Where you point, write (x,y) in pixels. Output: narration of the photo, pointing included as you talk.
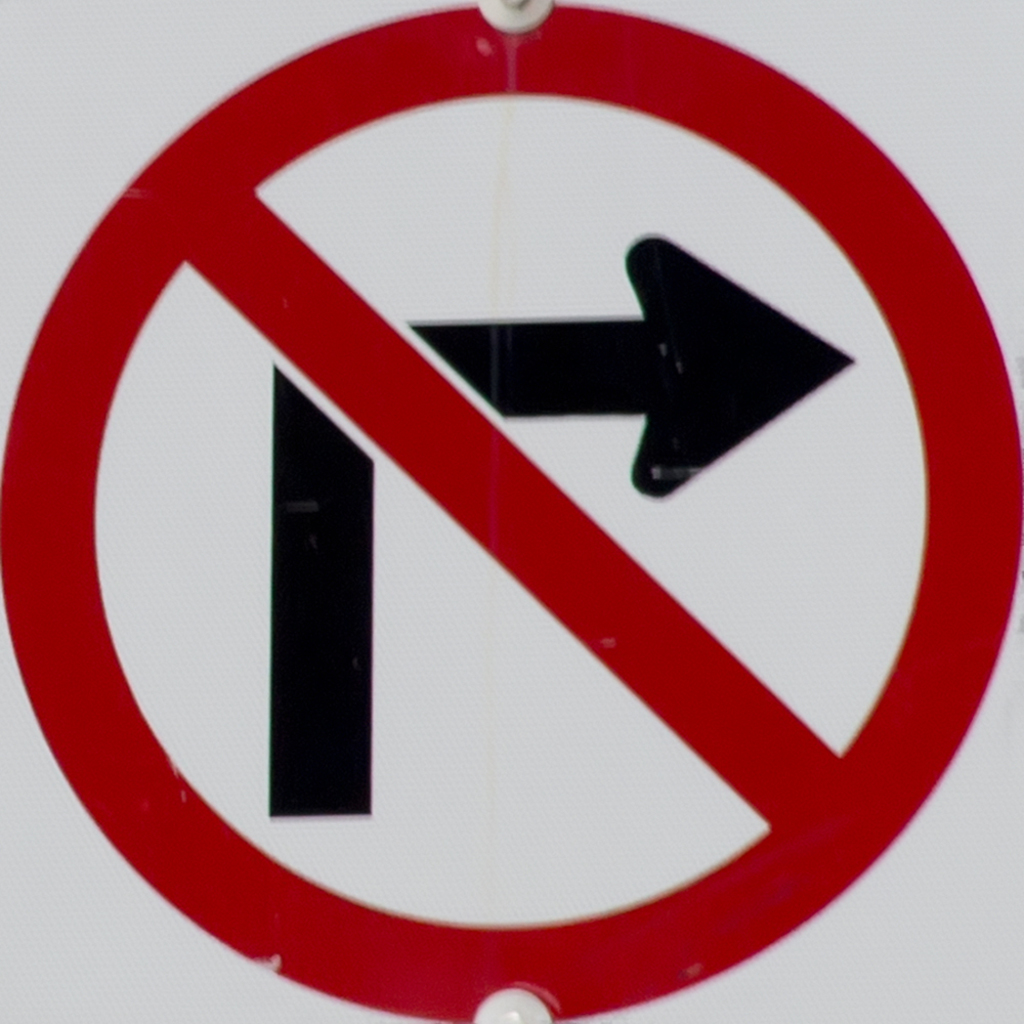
In this picture I can observe ¨No turn right¨ sign (328,634) on the board (353,551). The background (231,715) is in white color.
